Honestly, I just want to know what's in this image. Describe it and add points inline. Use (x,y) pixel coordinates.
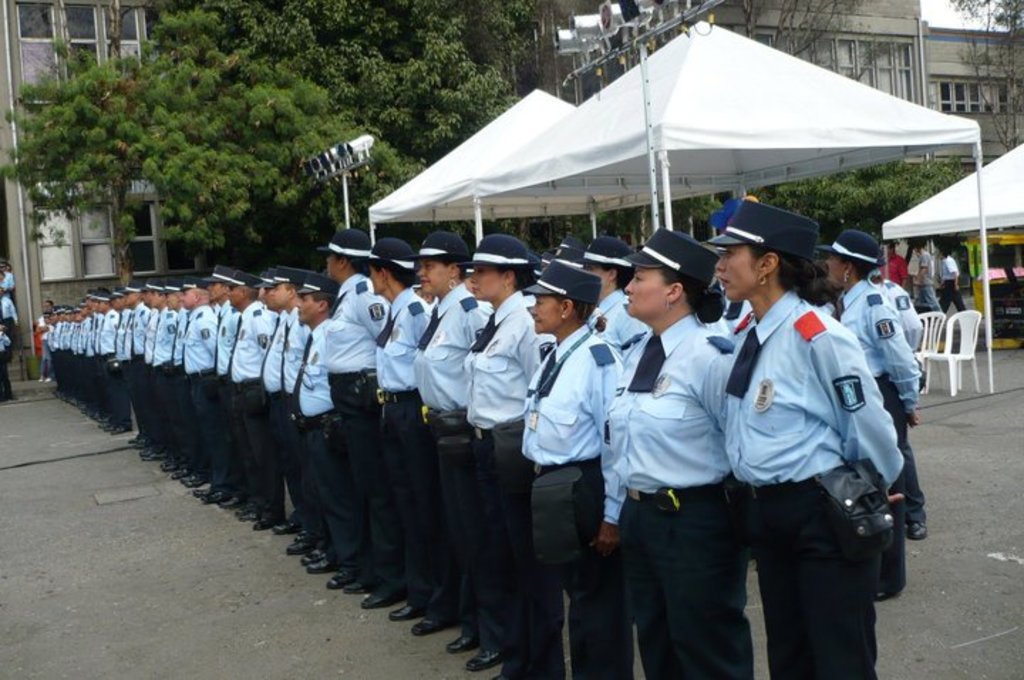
In this image there are security officers (265,346) standing one beside the other in the line. In the background (17,71) there is a building (74,39). Beside the building (60,34) there is a tree (277,92). On the right side (704,151) there are tents (658,151) under which there are chairs (968,329).
